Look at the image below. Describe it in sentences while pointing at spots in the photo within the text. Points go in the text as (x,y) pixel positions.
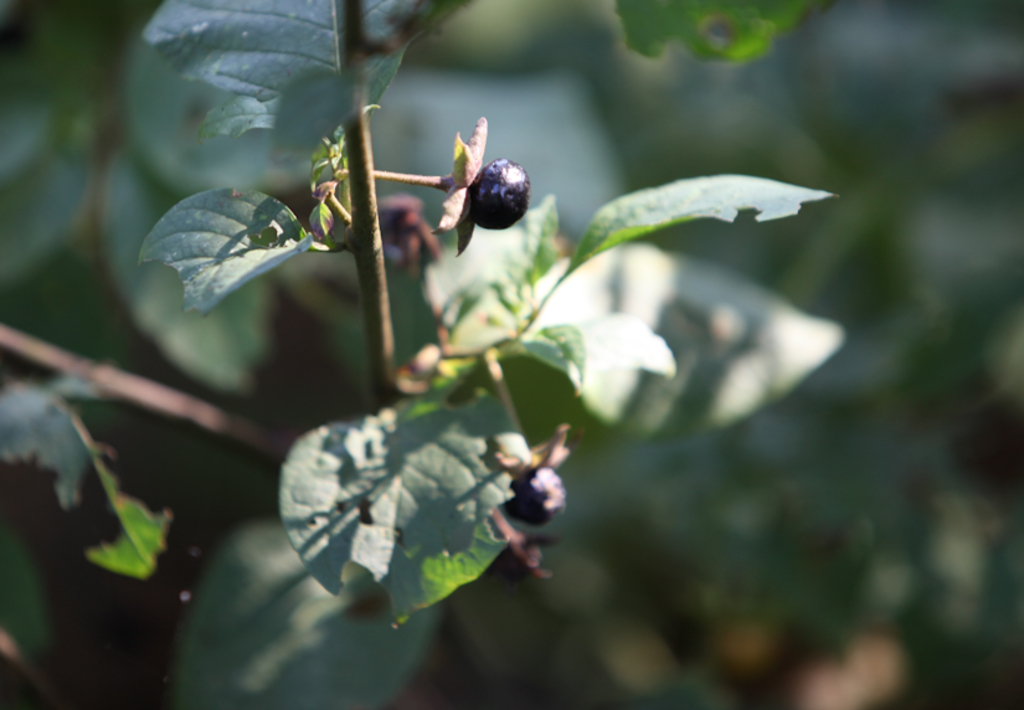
In this picture we observe leaves (409,420) which has black berries (502,218) attached to it.
